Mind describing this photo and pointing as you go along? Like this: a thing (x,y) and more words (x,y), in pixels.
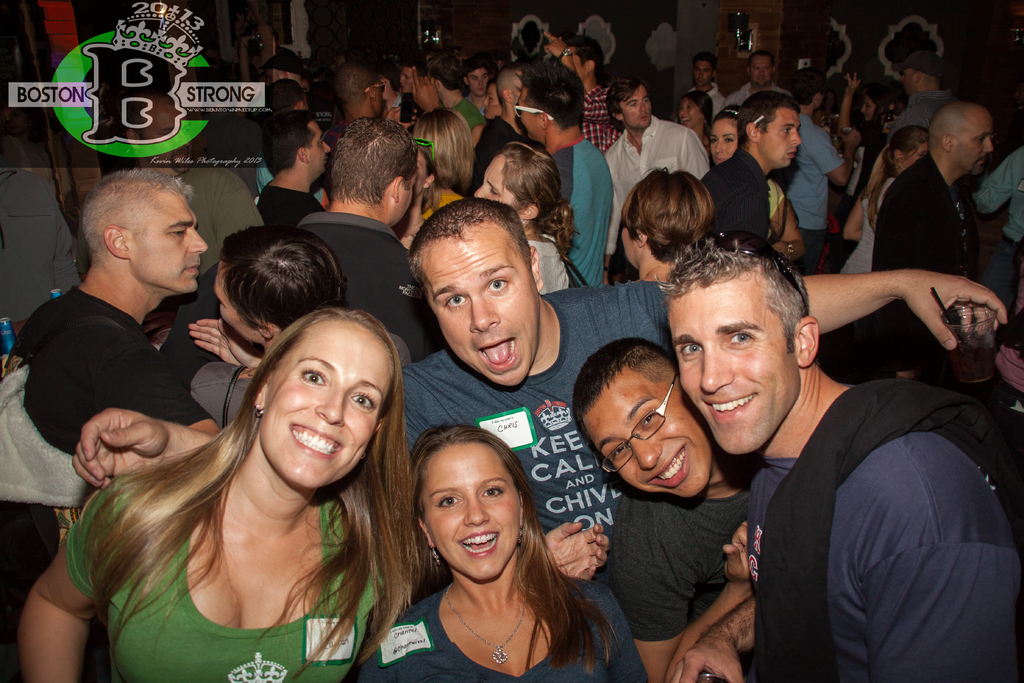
In the picture we can see a some woman (372,416) and men (938,394) are standing together and smiling and behind them also we can see many people (119,313) are standing.
